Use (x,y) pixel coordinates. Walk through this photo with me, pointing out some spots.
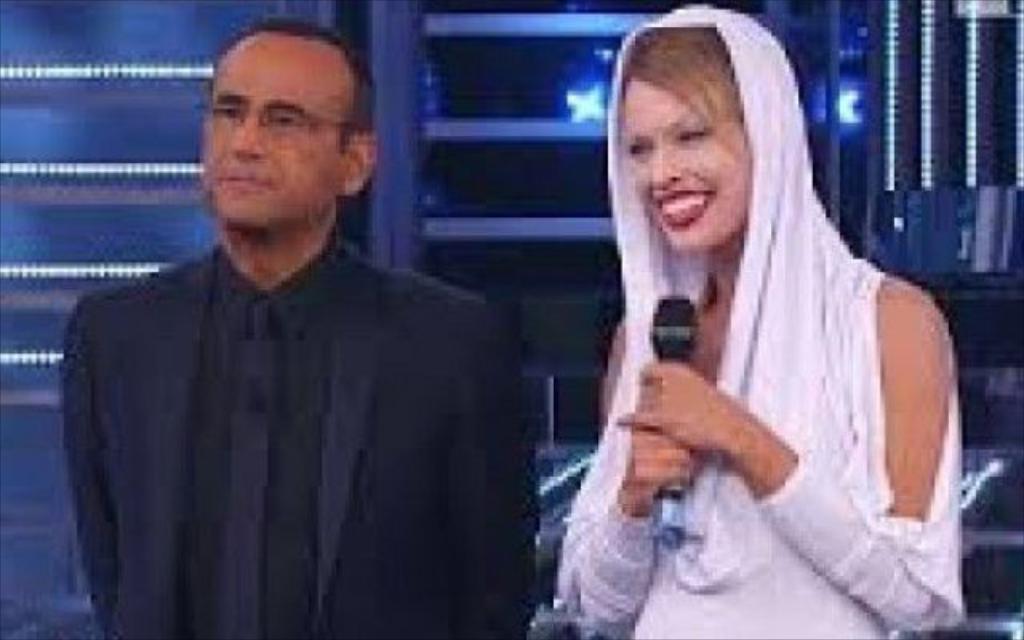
This is the man (352,506) and woman (765,525) standing. This woman (673,549) is holding a mike (668,530) in her hands (693,466). In the background (546,222), I can see the lights (890,157).
